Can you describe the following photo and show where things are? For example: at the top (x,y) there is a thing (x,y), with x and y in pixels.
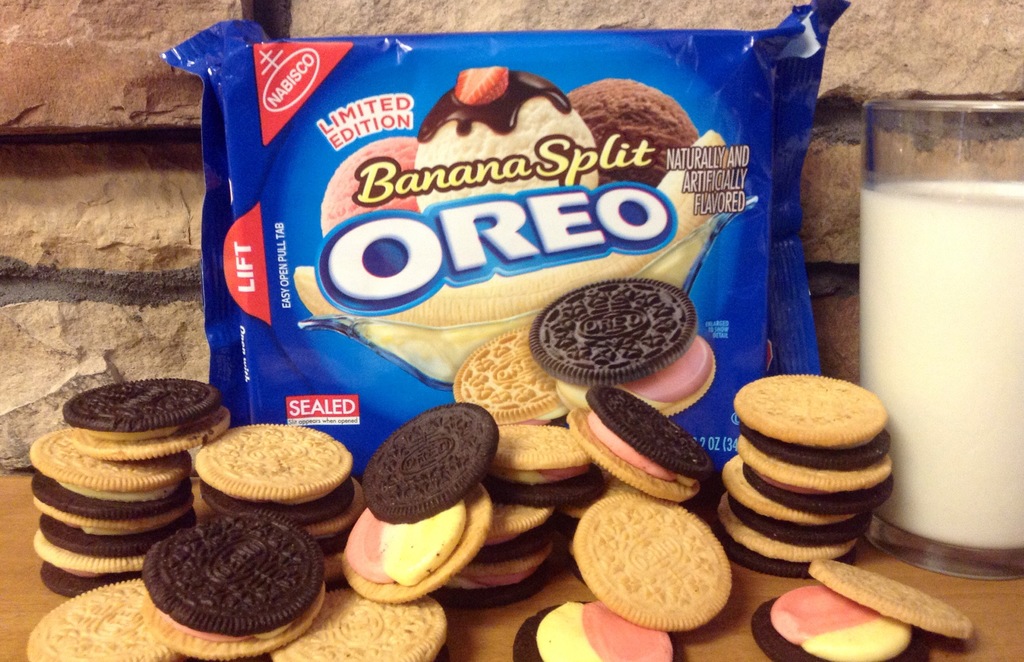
In this image there are biscuits (715,570) and a glass (963,302) of milk (963,533), behind that there is a pack (572,275) of biscuits (577,199). In the background (409,21) there is a wall (181,340).
